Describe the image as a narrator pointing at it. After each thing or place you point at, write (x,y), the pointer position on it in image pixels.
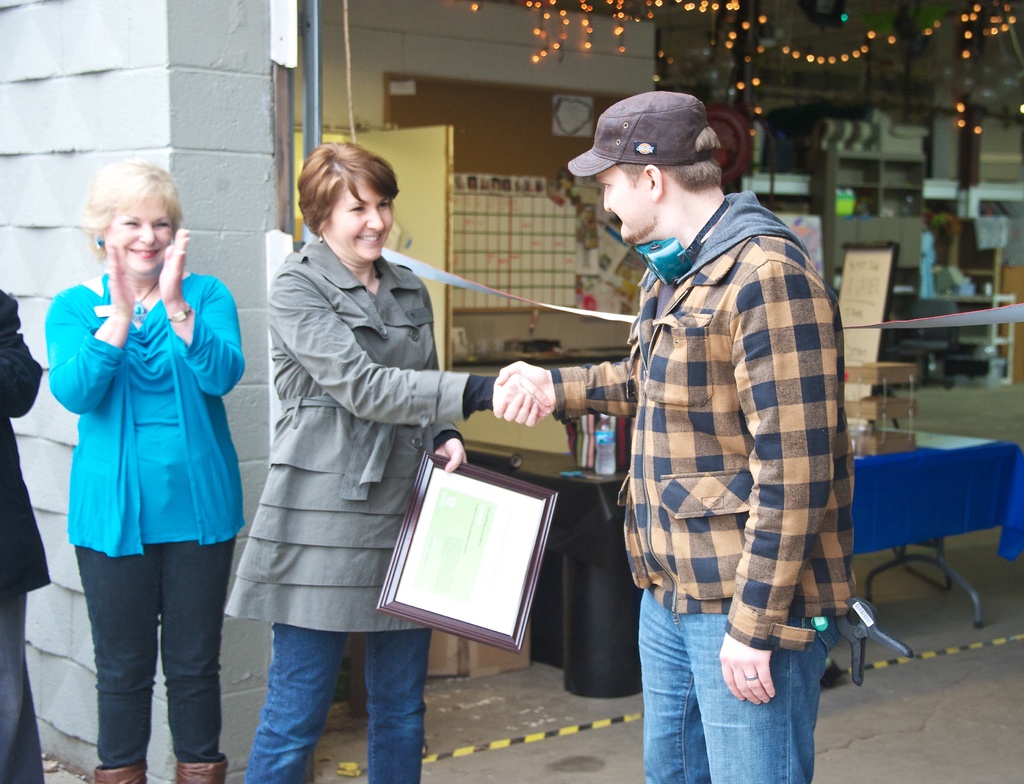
In this image I can see few persons (198,402) are standing and I can see a woman (342,414) is holding a frame (485,504) in her hand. In the background (123,103) I can see the wall (87,99), a table (951,499), a black colored object (582,566), a water bottle (603,437), few lights (729,54) and few other objects (842,245).
